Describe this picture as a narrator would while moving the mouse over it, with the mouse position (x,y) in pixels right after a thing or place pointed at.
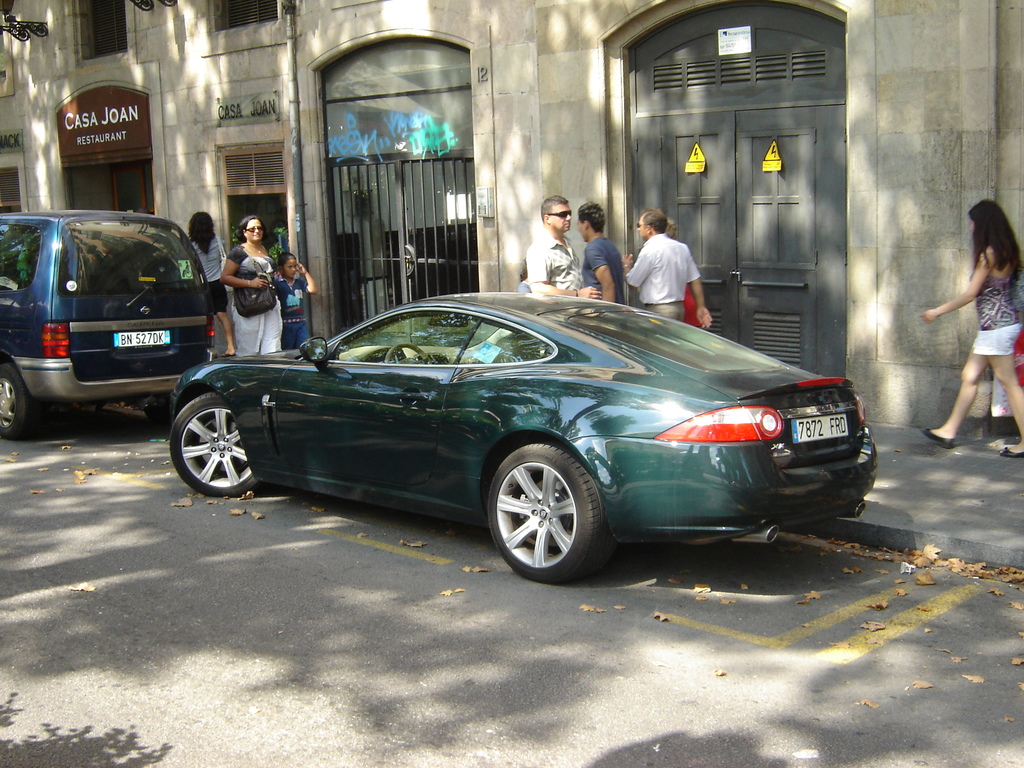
In this image there are two cars (151,375) parked on the road (185,493), behind the cars (298,379) there are a few people (662,288) walking on the pavement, in the background of the image (392,275) there is a building (385,139).
